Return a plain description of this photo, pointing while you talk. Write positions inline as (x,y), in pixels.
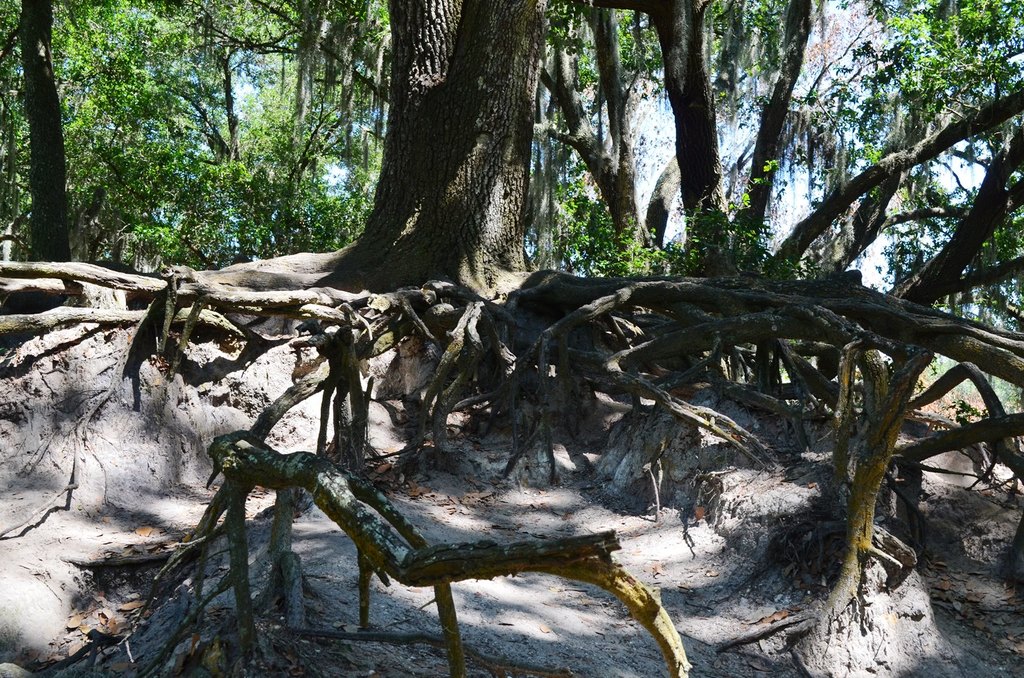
In this image we can see trees (752,169). At the bottom (272,581) there are roots (439,367) of a tree (812,380). In the background (797,205) there is sky (654,172).
